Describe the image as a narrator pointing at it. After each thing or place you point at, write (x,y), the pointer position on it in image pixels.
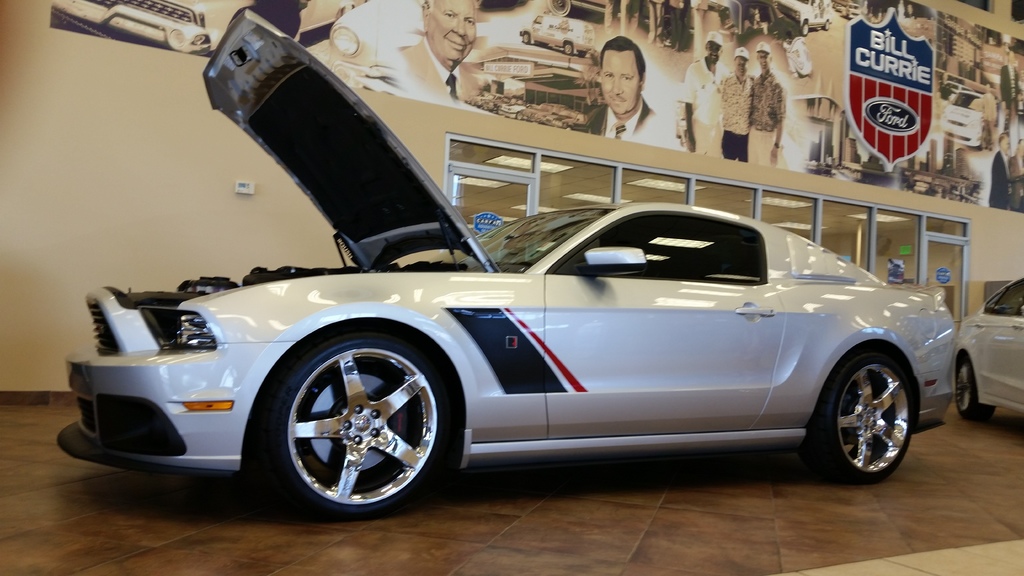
In this image, we can see vehicles (582,303) on the floor (698,535) and in the background (416,46), there is a poster (645,50) and we can see glass doors (931,245) and a wall (175,168).
